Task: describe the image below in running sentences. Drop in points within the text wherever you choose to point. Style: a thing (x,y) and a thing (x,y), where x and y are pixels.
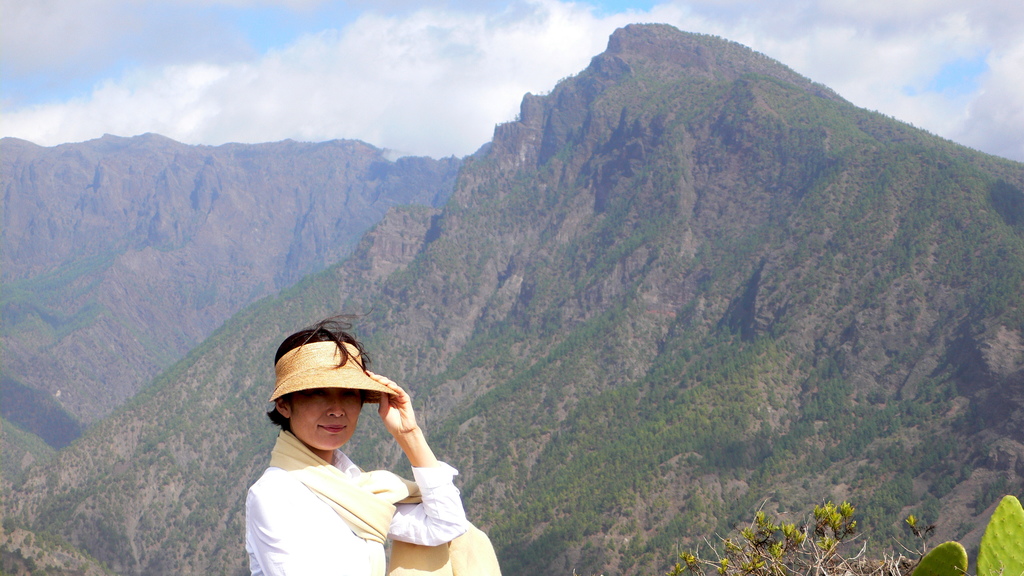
In this there is a woman (315,447) she is wearing white color dress (348,526) and a hat (366,388), in the background (204,258) there is a mountain (658,102) and clouds (226,56).
